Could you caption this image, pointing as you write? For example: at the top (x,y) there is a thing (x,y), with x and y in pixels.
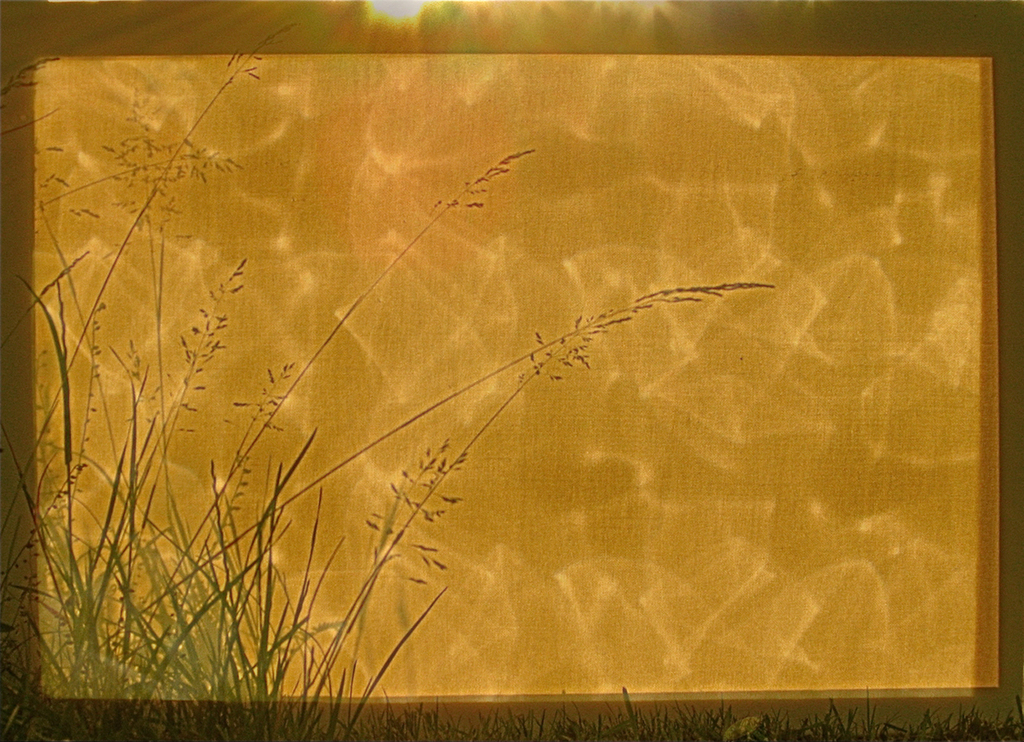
In this picture there is a painting (838,409). In the painting (600,95) we can see water (437,293) and grass (262,669).
